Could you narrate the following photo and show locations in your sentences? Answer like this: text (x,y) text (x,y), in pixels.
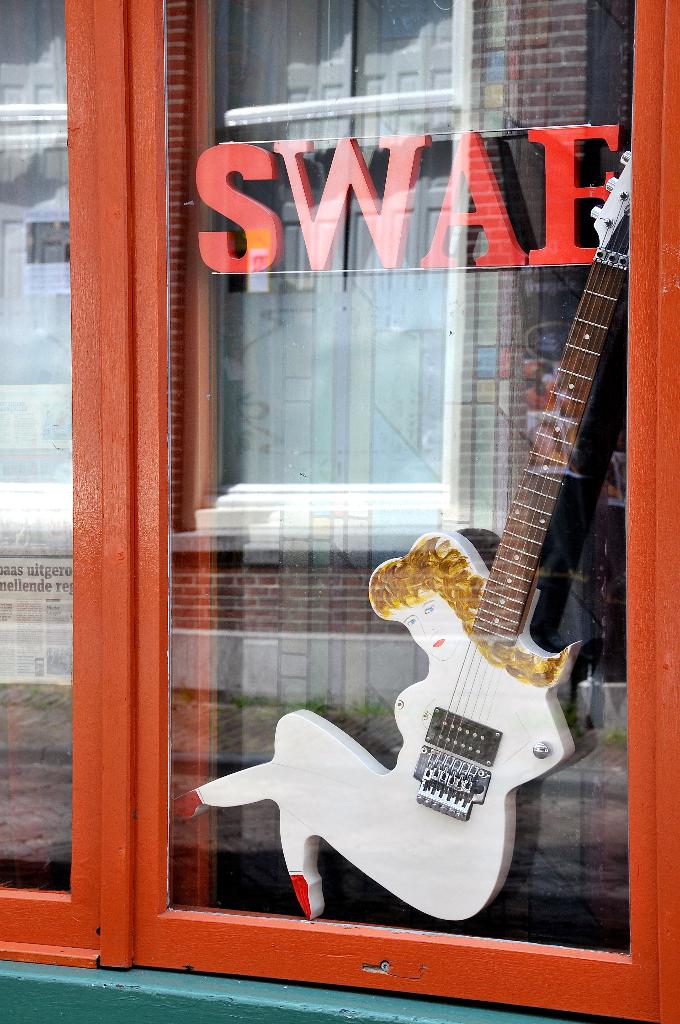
In this image, I can see a guitar (396,592), glass door (587,658), text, grass (575,729) and a building wall (326,571). This image taken, maybe during a day.
